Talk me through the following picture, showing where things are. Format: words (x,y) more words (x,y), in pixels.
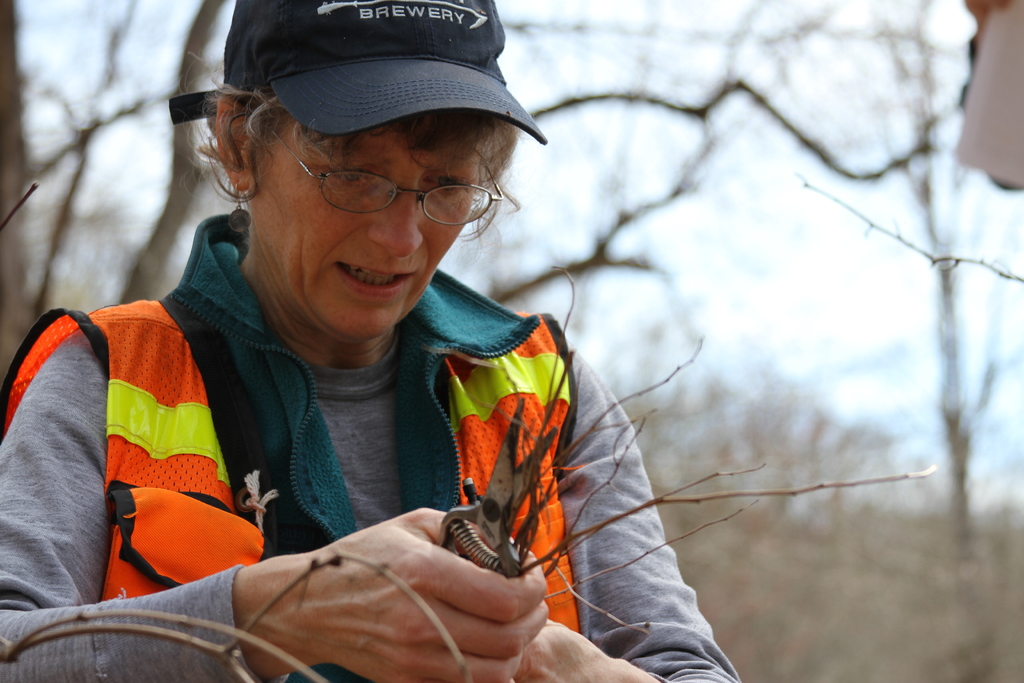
In this picture I can observe a woman (195,335). She is wearing an orange color coat (163,468). I can observe a scissor (497,533) in her hand (446,593). This woman (360,576) is wearing spectacles (327,190) and a cap (342,62) on her head (302,178). In the background (4,115) there are some trees (13,105).
